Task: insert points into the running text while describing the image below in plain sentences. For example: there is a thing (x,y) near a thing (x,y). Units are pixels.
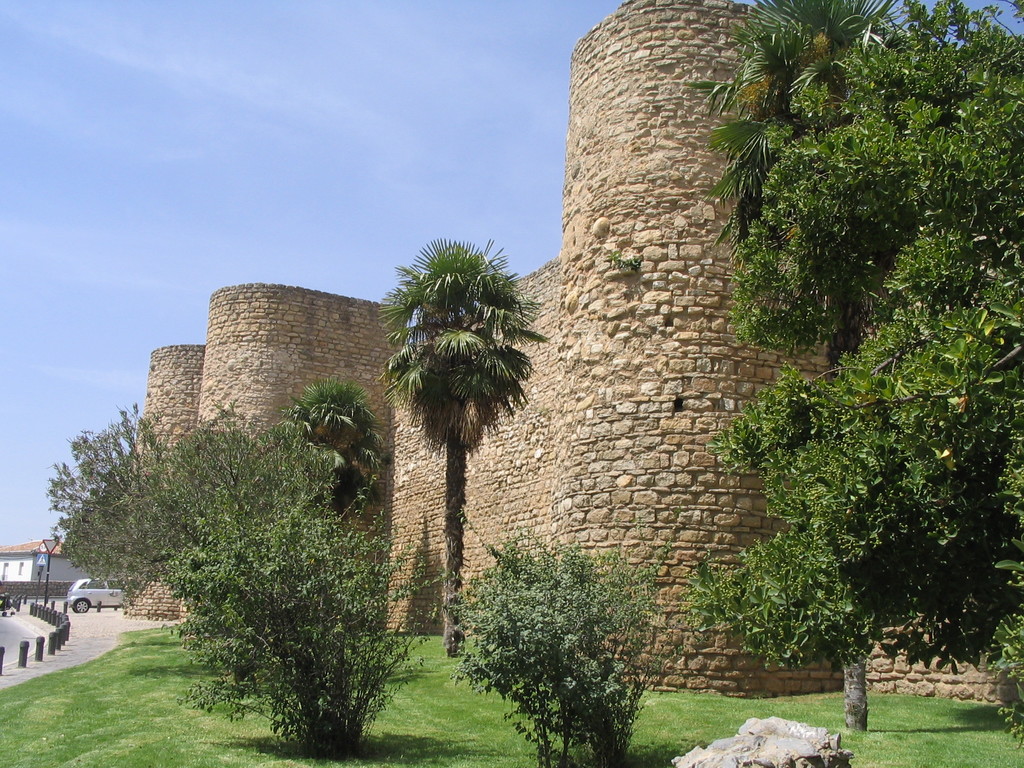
There is a huge fort (573,410) and around the fort (432,605) there is a lot of grass (137,683) and many trees (863,657), in the front side there is a car (82,605) parked and behind the car (72,592) there is some compartment (19,557), in the background (295,19) there is a sky (185,14).
